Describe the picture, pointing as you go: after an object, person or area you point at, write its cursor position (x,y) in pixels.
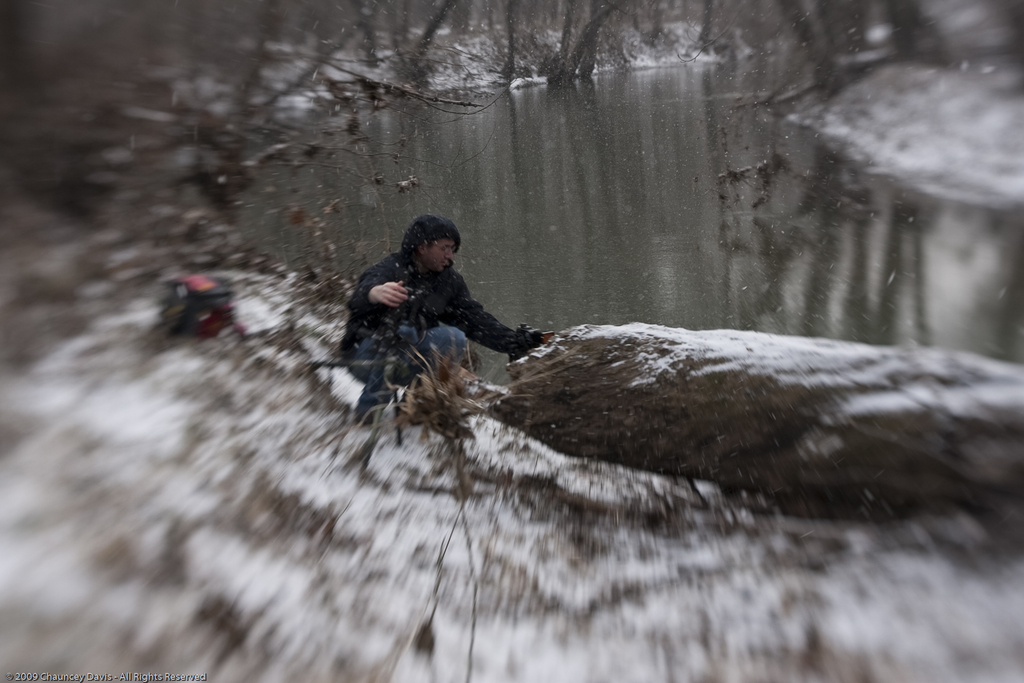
In the center of the image (399,325) there is a person (408,309) wearing a black color jacket (447,292). At the bottom of the image (406,597) there is snow (395,561). In the background of the image (572,160) there is water (613,141) and trees (589,30).
